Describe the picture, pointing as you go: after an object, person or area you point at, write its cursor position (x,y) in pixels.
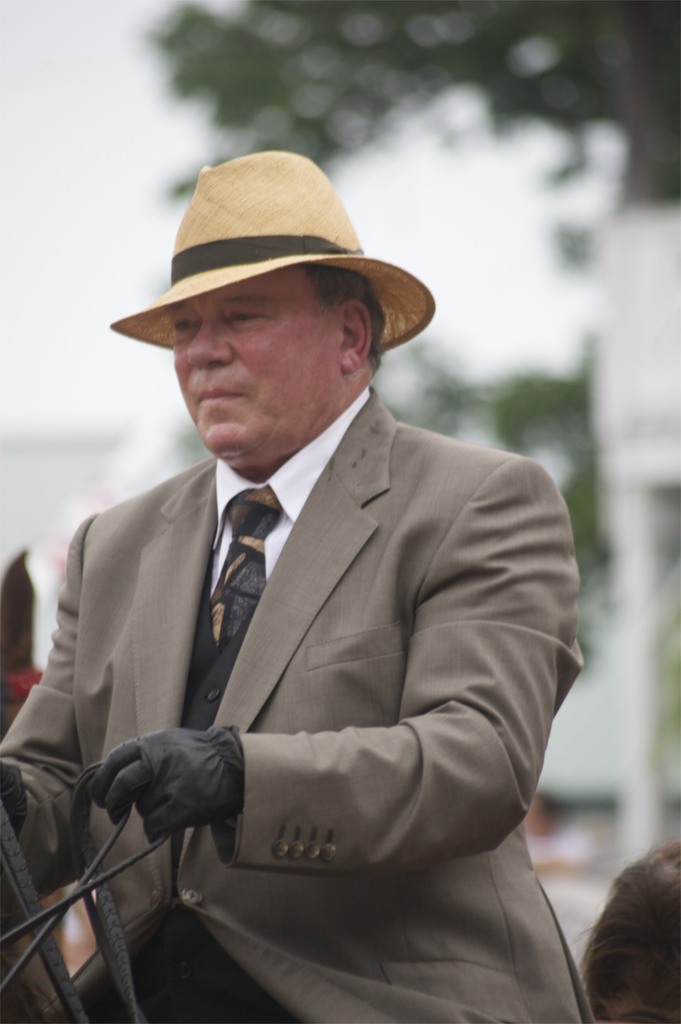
In this image we can see a person (248,590) wearing hat (269,235) and gloves (142,737). He is holding rope (58,913). In the background (591,701) it is blur. Near to him we can see head (646,927) of a person (627,921).
